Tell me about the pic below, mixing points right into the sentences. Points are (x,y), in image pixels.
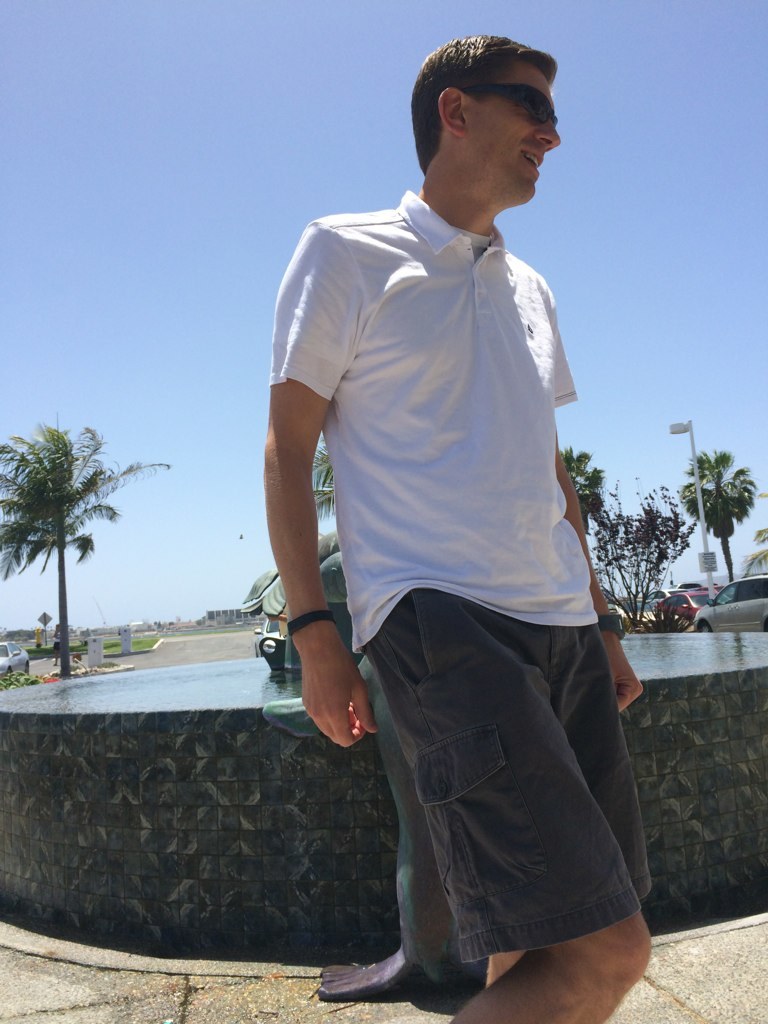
In the center of the image (284,549) there is a person (554,673). In the background of the image (333,507) there are trees (654,566), sky (260,509), vehicles (725,611). At the bottom of the image (201,996) there is floor (114,1000).
